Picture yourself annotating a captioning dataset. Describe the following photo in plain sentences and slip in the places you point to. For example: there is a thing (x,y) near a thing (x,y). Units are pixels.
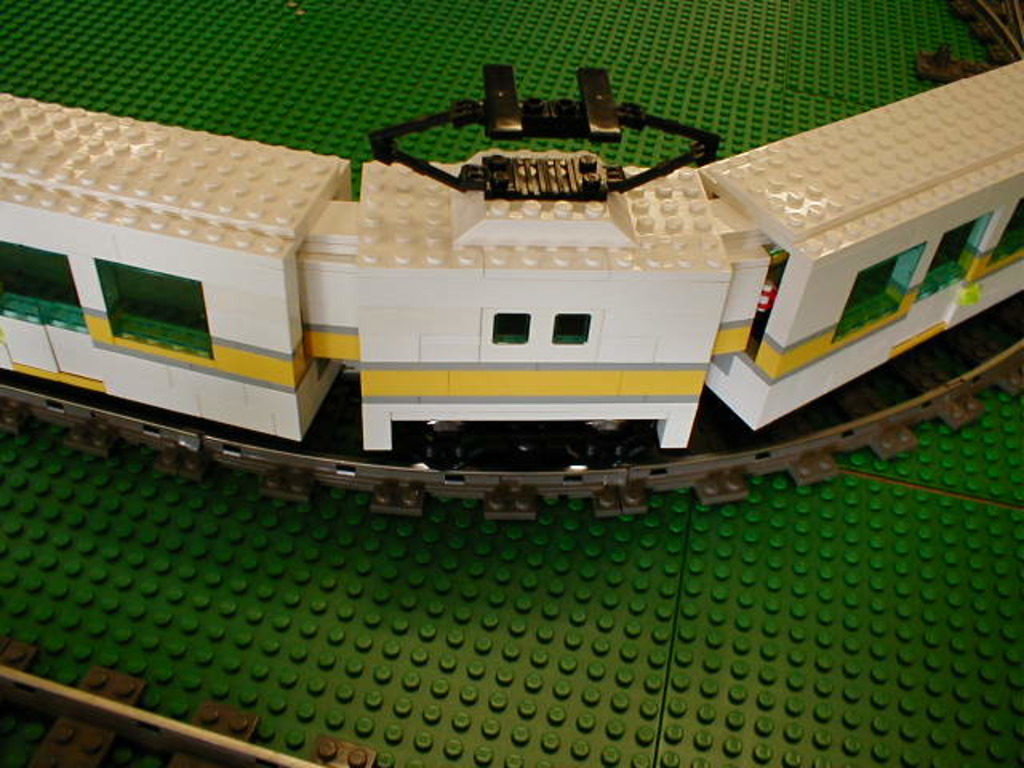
There is a white train (784,293) on the track (600,475) made up of lego bricks (298,249). There is a green surface (634,50).
